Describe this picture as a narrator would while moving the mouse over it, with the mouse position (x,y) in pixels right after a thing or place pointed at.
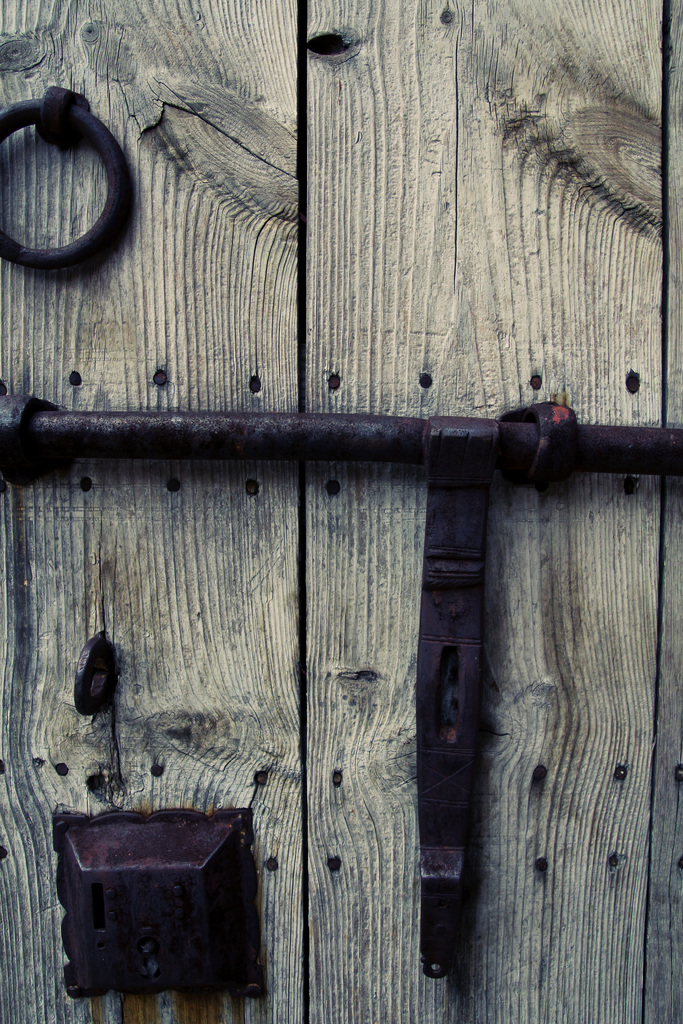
In this picture, we see the wooden door (233,299). At the bottom (180,840), we see the door lock (171,986) on the wooden door (166,469). In the middle of the picture (417,435), we see a door hasp (424,919), which is in black color.
